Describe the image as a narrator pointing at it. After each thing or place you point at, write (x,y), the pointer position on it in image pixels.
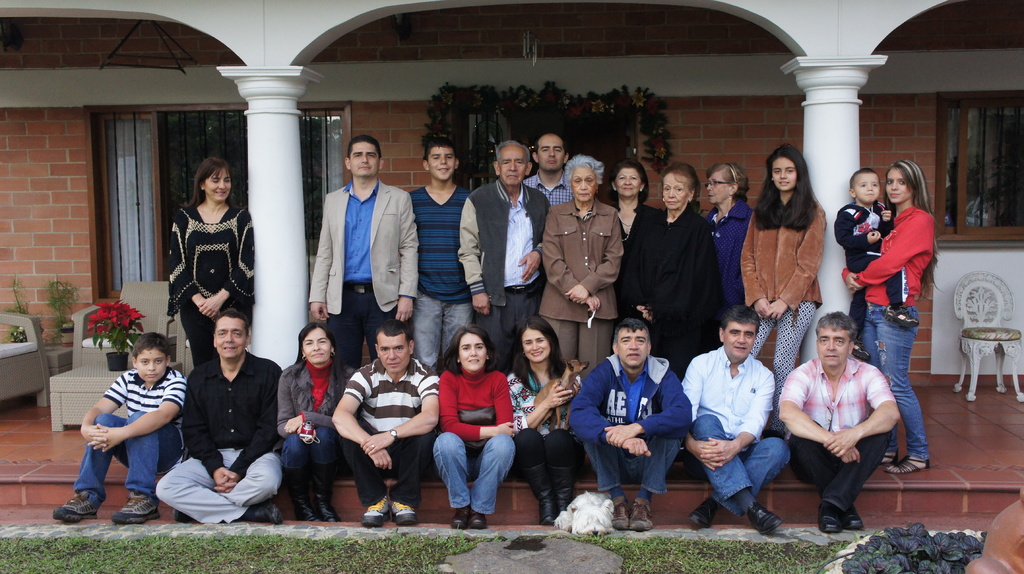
In this picture there are people (605,222) in the center of the image (539,218) and there is grassland (660,547) at the bottom side of the image (686,559), there are chairs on the right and left side of the image (27,362).
